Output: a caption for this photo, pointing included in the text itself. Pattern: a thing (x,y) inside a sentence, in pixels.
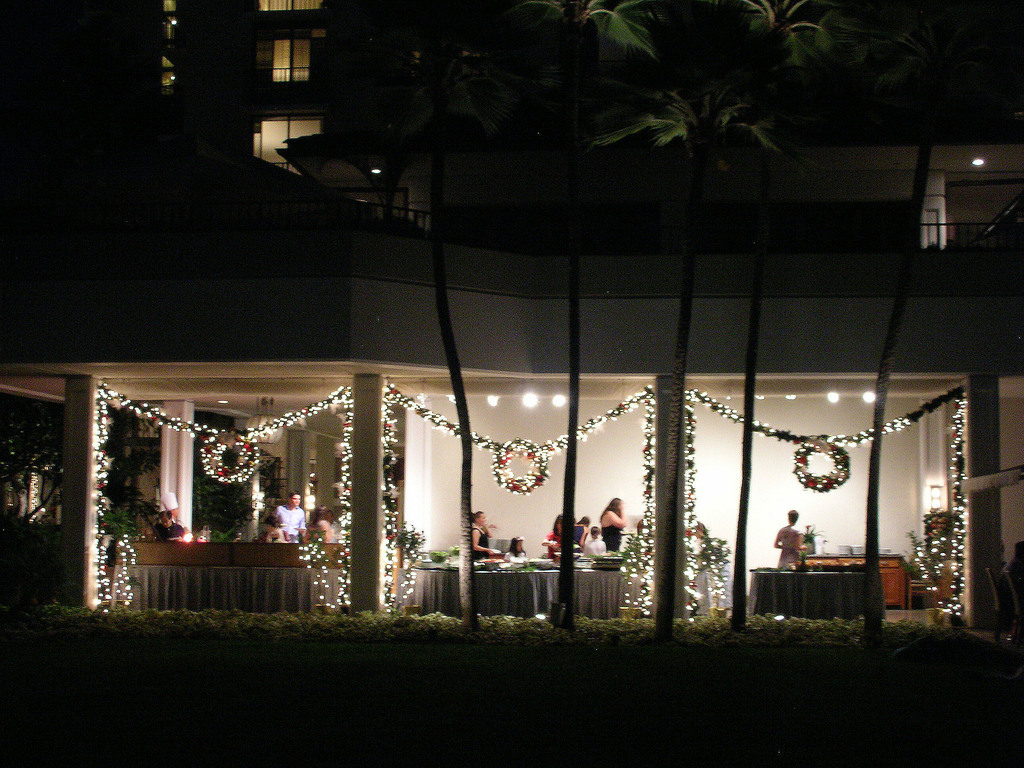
In the picture I can see few trees (575,280) and decorative objects (648,466) and there are group of people (557,518) where few among them are sitting and the remaining are standing behind it and there are buildings (241,71) in the background (617,72).
